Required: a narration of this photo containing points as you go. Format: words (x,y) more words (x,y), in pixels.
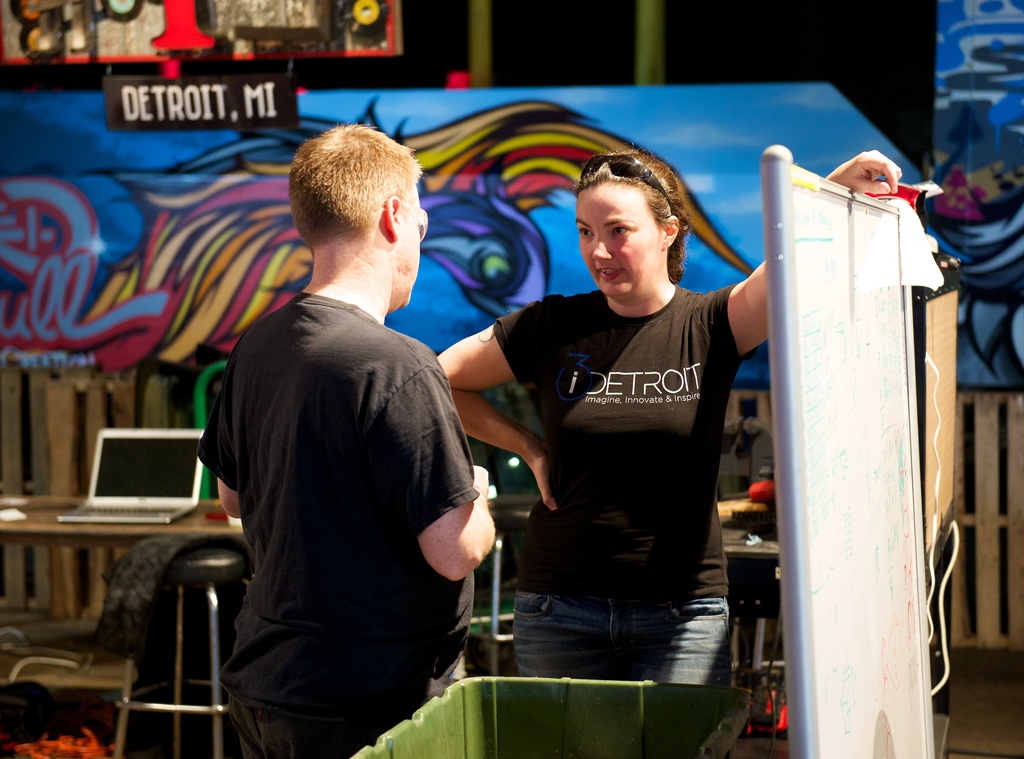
In this image I can see two people (715,539) standing in-front of the board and wearing the blue and black color dresses (552,582). To the left (90,519) I can see the laptop (116,516) on the table (111,530). In-front of the table (180,520) I can see the chair (178,581). To the right (754,520) I can see few more objects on the table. In the background (6,477) I can see banners (430,289), boards (90,31) and the wooden fence (128,382). And there is a black background.
